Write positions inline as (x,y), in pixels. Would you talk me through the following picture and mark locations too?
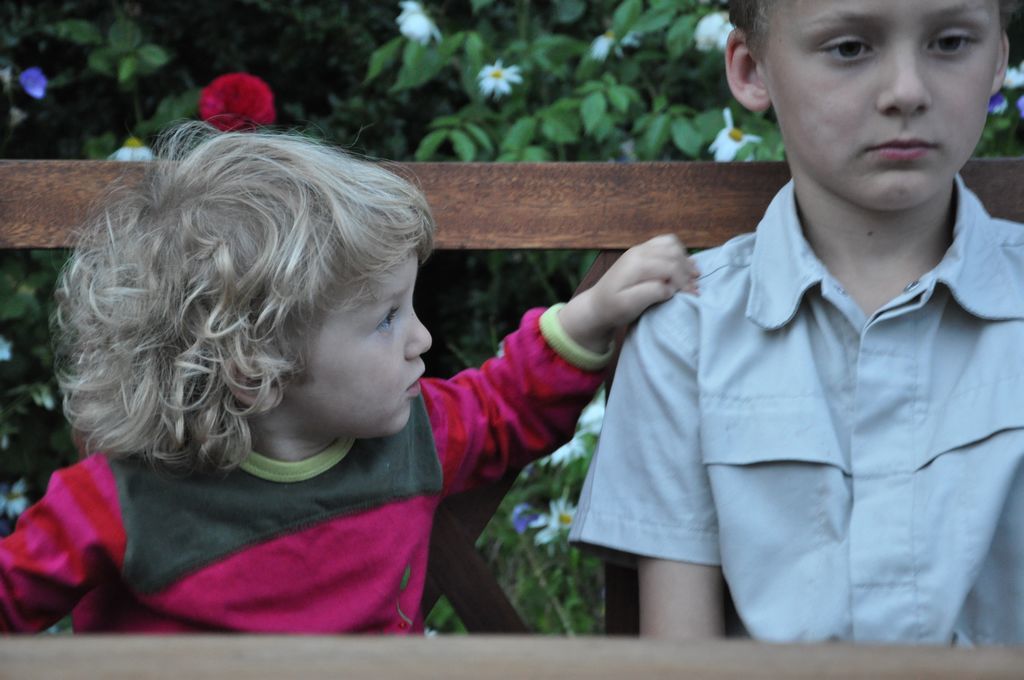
In the picture we can see a small girl (238,605) and a boy (683,607) are sitting on the bench (535,175) and behind them we can see the plants (208,27) with flowers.
